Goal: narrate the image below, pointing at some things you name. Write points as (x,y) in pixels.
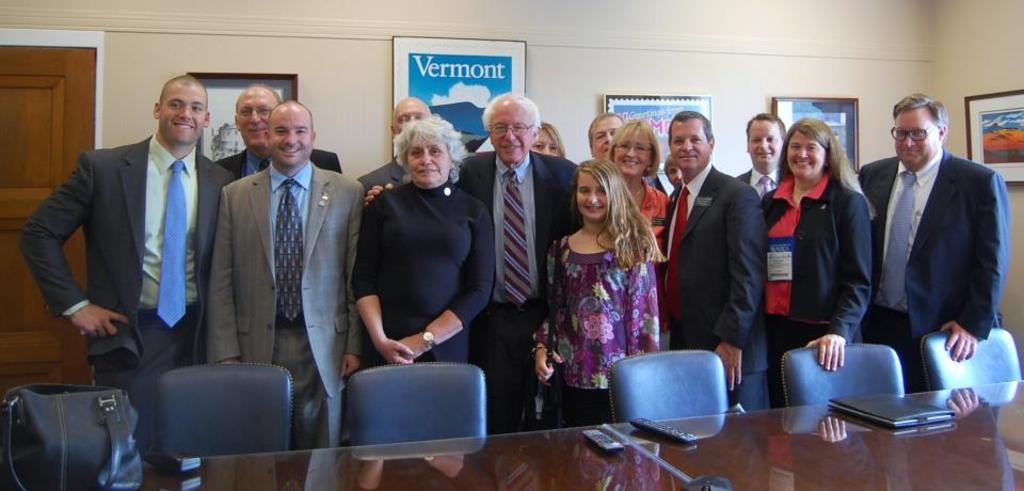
In this image I can see the group of people (572,222) standing. In front of them there is a table (488,441). On the table (571,437) there is a bag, remote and the file (902,422). At the back (994,143) there are some frames (976,120) and boards (519,52) attached to the wall (620,71).
